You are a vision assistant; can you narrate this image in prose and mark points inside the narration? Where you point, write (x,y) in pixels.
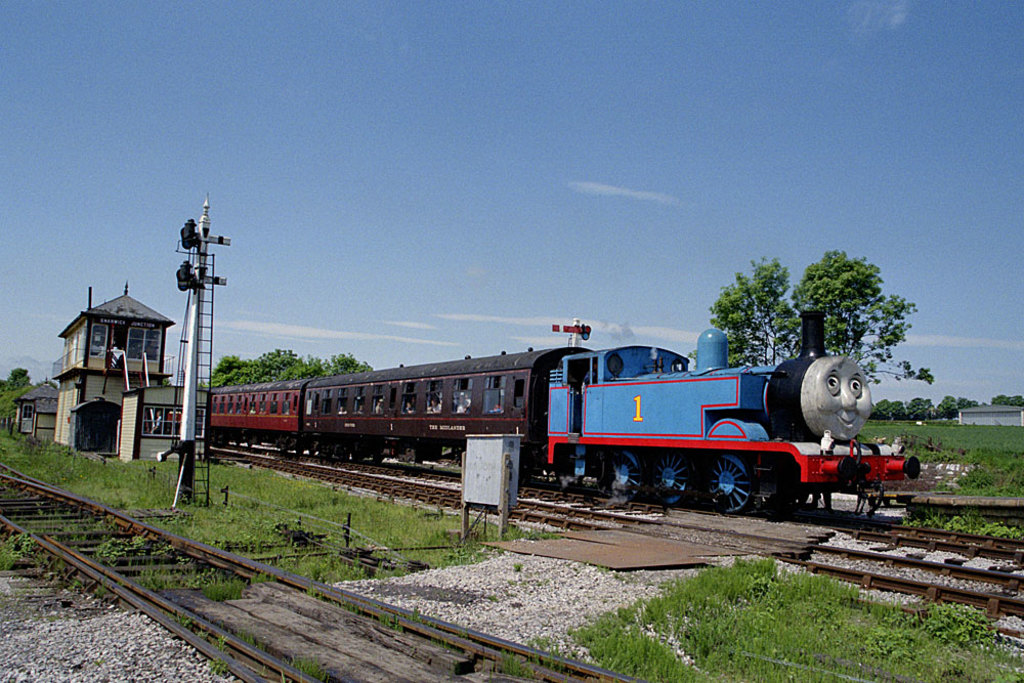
In this image we can see a train (779,369) is moving on the railway track (882,546). Here we can see the grass (147,470), signal poles (183,230), houses (74,427), railway tracks (834,547), trees (740,329) and the blue color of sky (584,262) with clouds (983,344) in the background (641,302).
